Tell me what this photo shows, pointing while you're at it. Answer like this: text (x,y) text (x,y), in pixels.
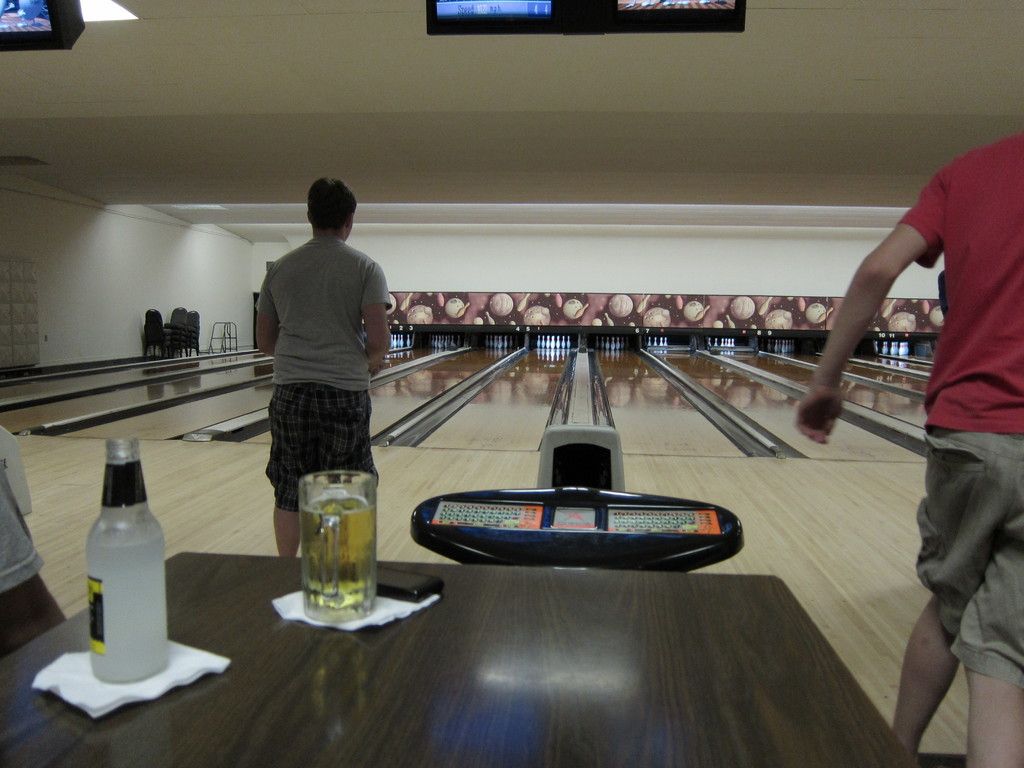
In this picture I can see tissues (92,691), mobile (423,586), a mug of beer (307,592) and a bottle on the table (512,610), and there are three persons (1005,753), there are chairs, bowling pins (565,346) and televisions (54,11).
